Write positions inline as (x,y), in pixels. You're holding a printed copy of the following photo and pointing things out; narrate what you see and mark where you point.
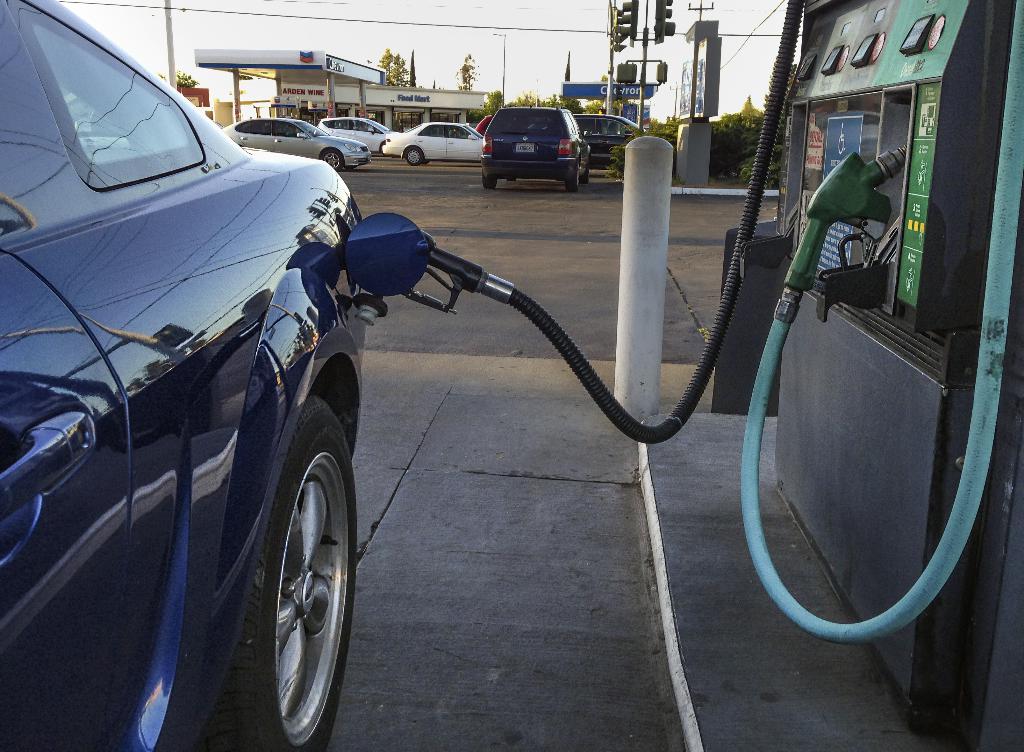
In this picture I can observe a car (85,705) on the left side (26,257). On the right side (842,73) I can observe a fuel filling station (828,318). In the background (533,135) there are some cars (424,130) on the road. I can observe some trees (398,75) and sky (417,41) in the background (412,38).
